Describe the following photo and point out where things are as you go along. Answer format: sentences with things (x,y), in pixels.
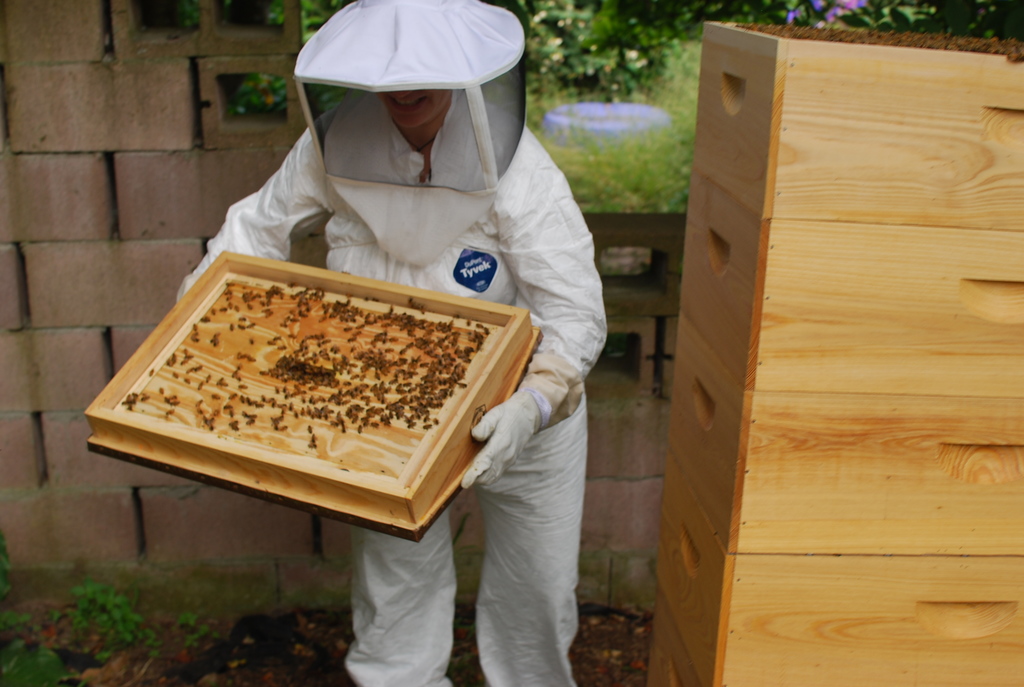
In the image in the center (442,234), we can see one person (384,215) standing and holding wooden box (446,484), in which we can see honey bee (413,417). In the background (11,25), we can see trees (569,12), plants (589,12), grass (643,175), and wall (170,264).
